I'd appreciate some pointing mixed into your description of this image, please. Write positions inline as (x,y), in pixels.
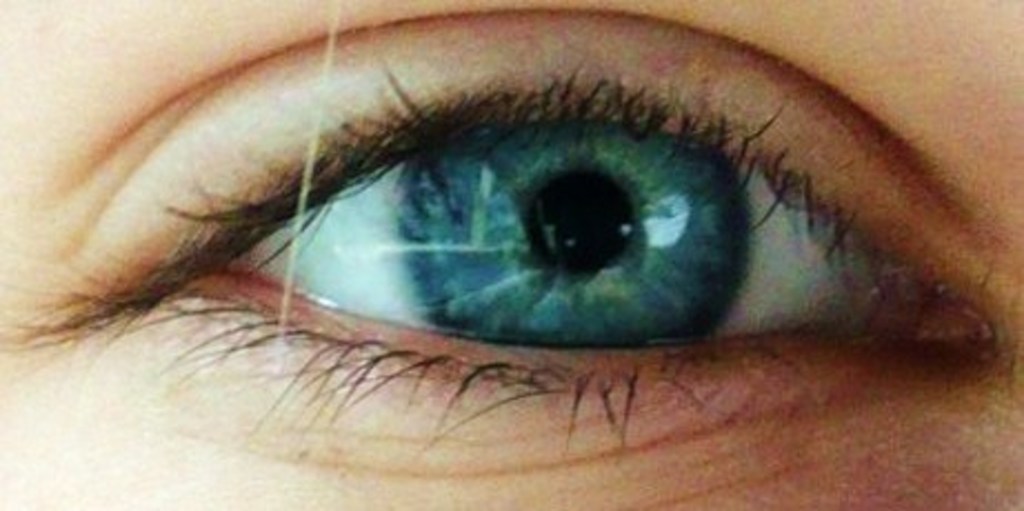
There is an eye (583,233) of a person (614,249) which is in white, blue and black in color.
